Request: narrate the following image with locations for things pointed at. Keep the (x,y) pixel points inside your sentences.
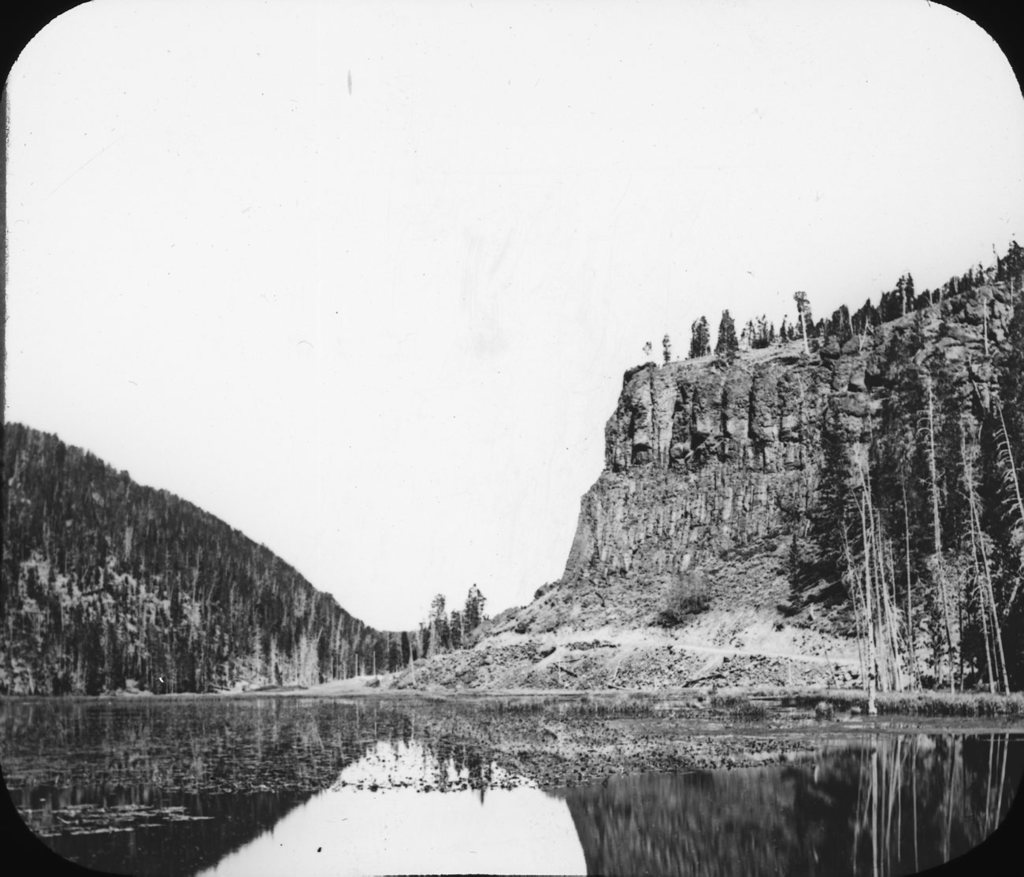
This is a black and white image. At the bottom of the image (394,847) I can see the water (406,796). In the background (74,518) there are some hills (88,552). At the top (486,89) I can see the sky (443,165).
